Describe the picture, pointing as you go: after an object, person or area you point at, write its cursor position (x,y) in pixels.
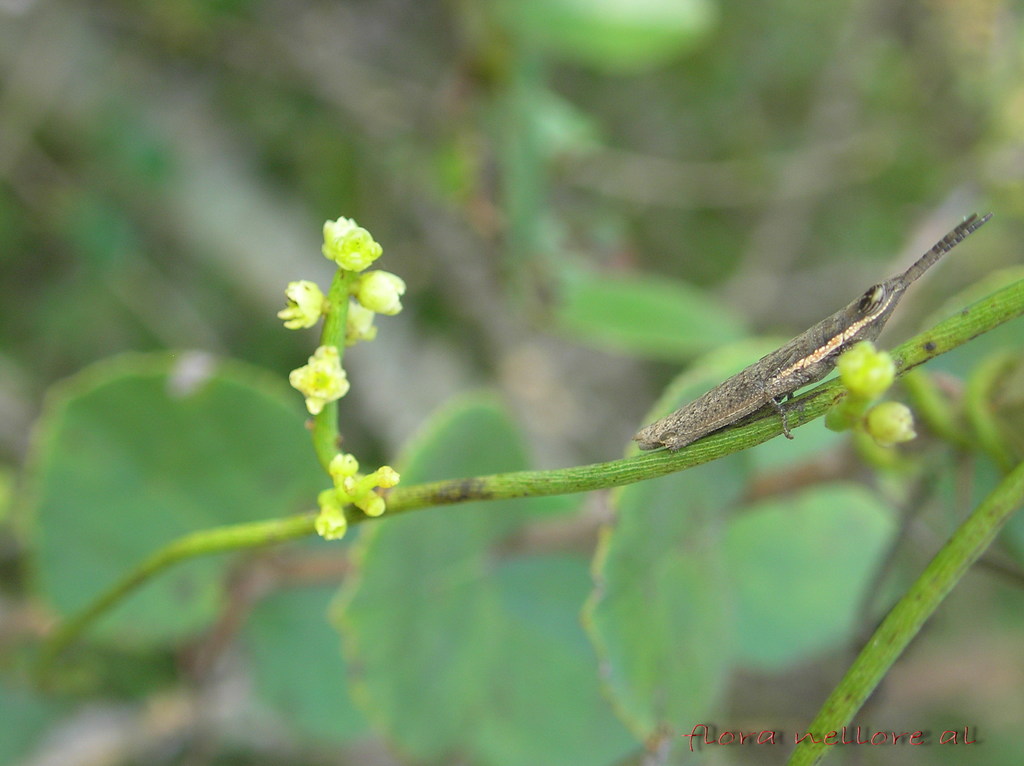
In the center of the image (663,417) we can see insect (655,432) on the plant (205,430).
